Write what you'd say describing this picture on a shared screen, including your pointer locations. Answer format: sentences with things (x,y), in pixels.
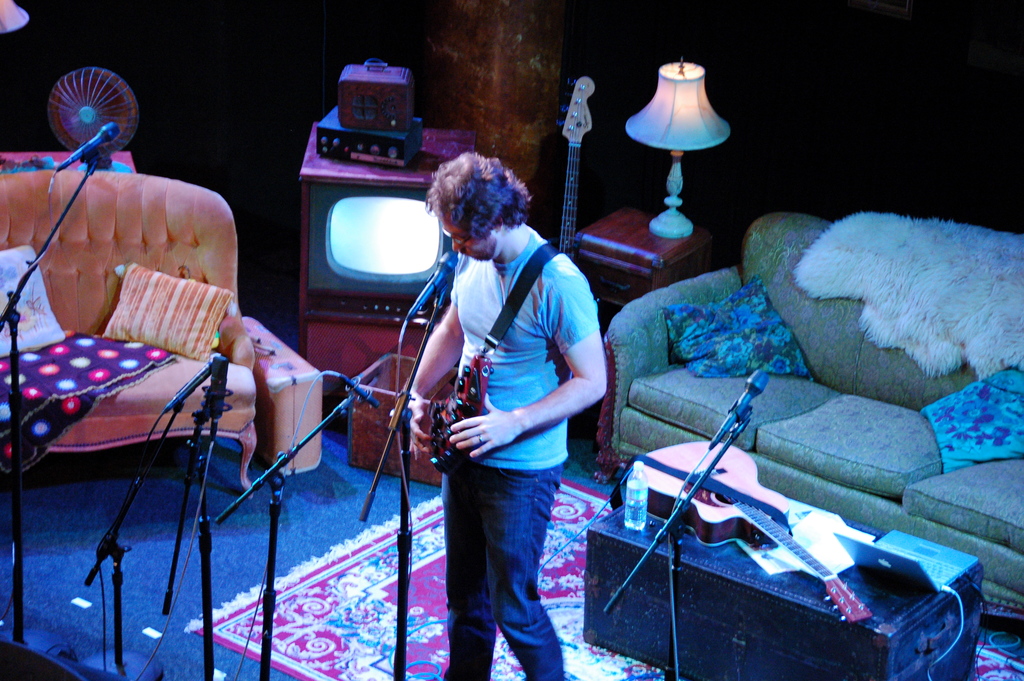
In this picture there is a Man (488,416) Standing and playing a musical instrument (461,412) in front of a microphone (434,290) and stand (408,408). There is a sofa set (47,272), fan (80,122), television (322,210) and a lamp (664,122) placed on a stool (631,257) here. In the background (814,100) there is a wall (473,23).
